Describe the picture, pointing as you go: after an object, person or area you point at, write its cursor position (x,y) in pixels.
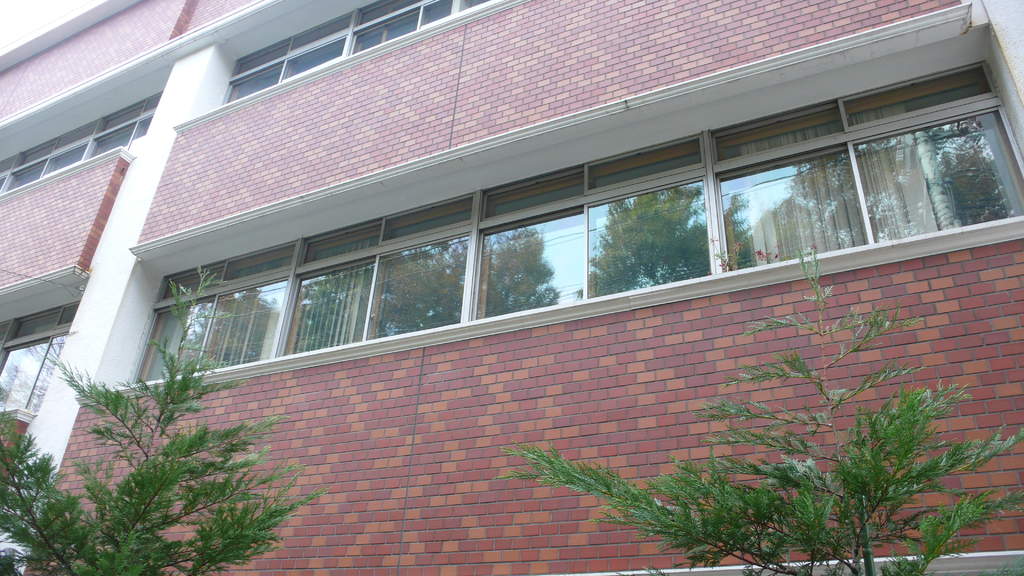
In this image there is a building (414,309) having windows (431,208). Bottom of the image (889,474) there are plants (80,544) having leaves (235,515). On the windows (588,282) there is a reflection (516,268) of few trees (599,254) and buildings (776,223).
